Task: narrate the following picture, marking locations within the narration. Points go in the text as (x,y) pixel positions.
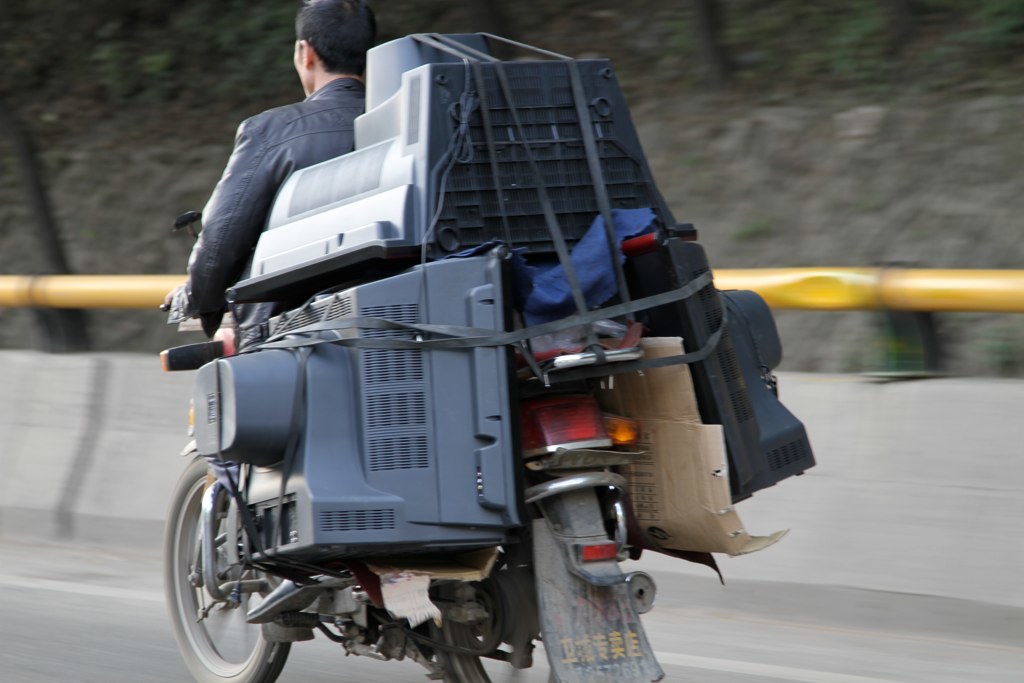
In this image there is a person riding a motor vehicle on the road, there are few TV's (422,467) and a cardboard sheet (663,518) attached to the vehicle (603,490), there is a stone (759,218).
